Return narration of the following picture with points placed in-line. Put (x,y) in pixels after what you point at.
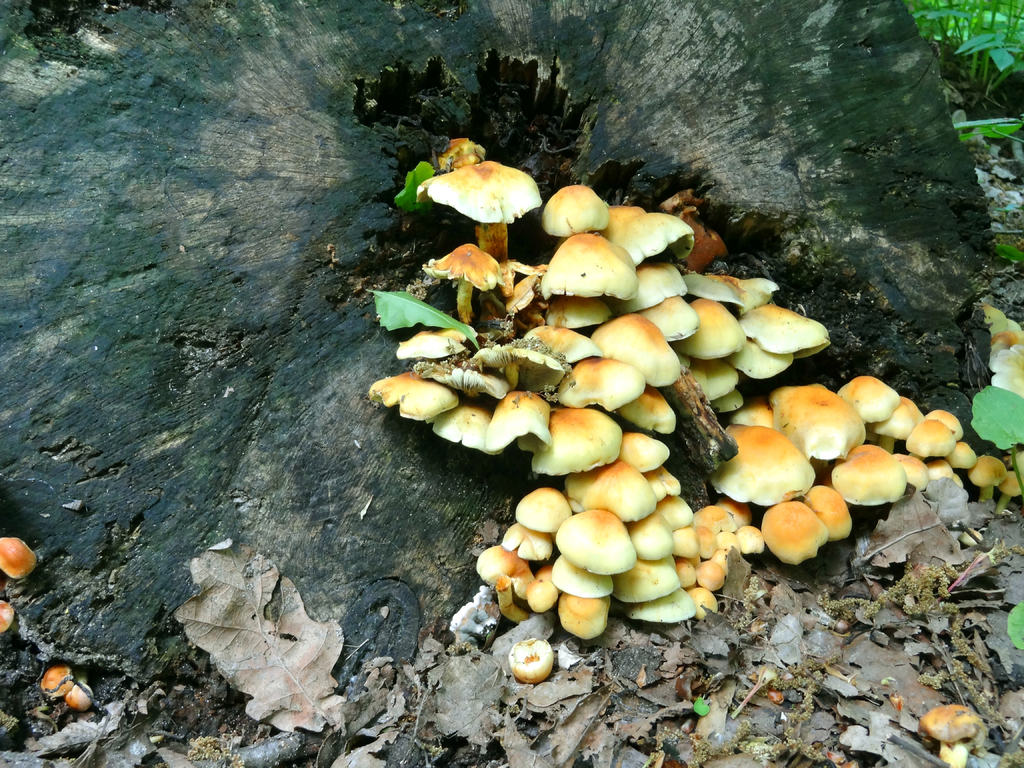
In this picture we can see a tree trunk (248,152), mushrooms (711,369), dried leaves (884,701) and in the background (928,15) we can see plants (961,50).
